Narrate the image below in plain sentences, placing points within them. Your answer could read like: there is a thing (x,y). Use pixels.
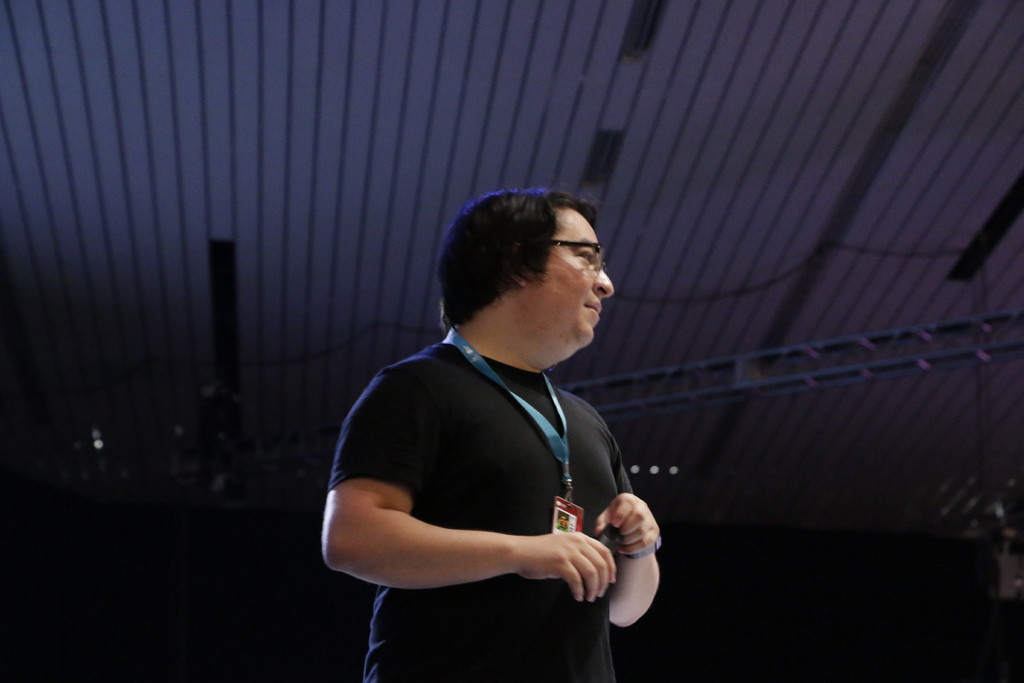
In this image I can see a man (595,309) in the front (588,254). I can see he is wearing a specs (585,255), an ID card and a black colour t-shirt (470,456). In the background (200,443) I can see a wire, few black colour things (223,440) and I can also see this image is little bit in dark.
